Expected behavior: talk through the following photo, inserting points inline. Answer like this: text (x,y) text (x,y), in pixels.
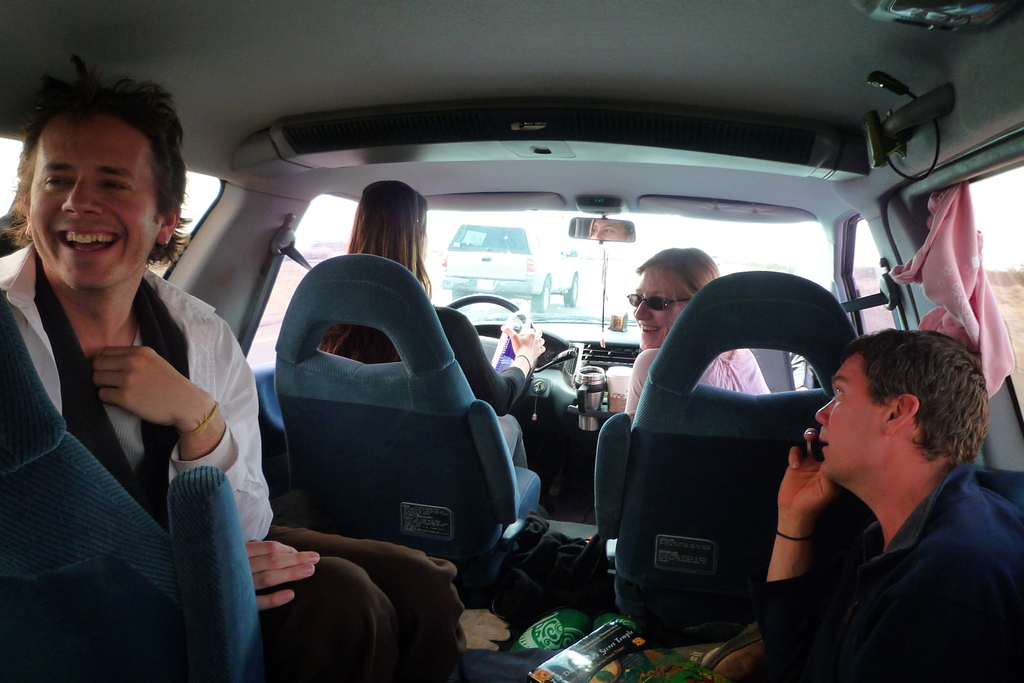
In this image we can see four persons (249,428) sitting inside a car (419,367). On the right side of the image (906,479) there is a man (906,479) sitting and holding a mobile phone (820,440) in his hands (810,449). In the front (514,382) row of the car (569,342) there are two women (671,295) sitting. In the background of the image (490,239) we can see another car (496,243) through the windshield (566,241).
